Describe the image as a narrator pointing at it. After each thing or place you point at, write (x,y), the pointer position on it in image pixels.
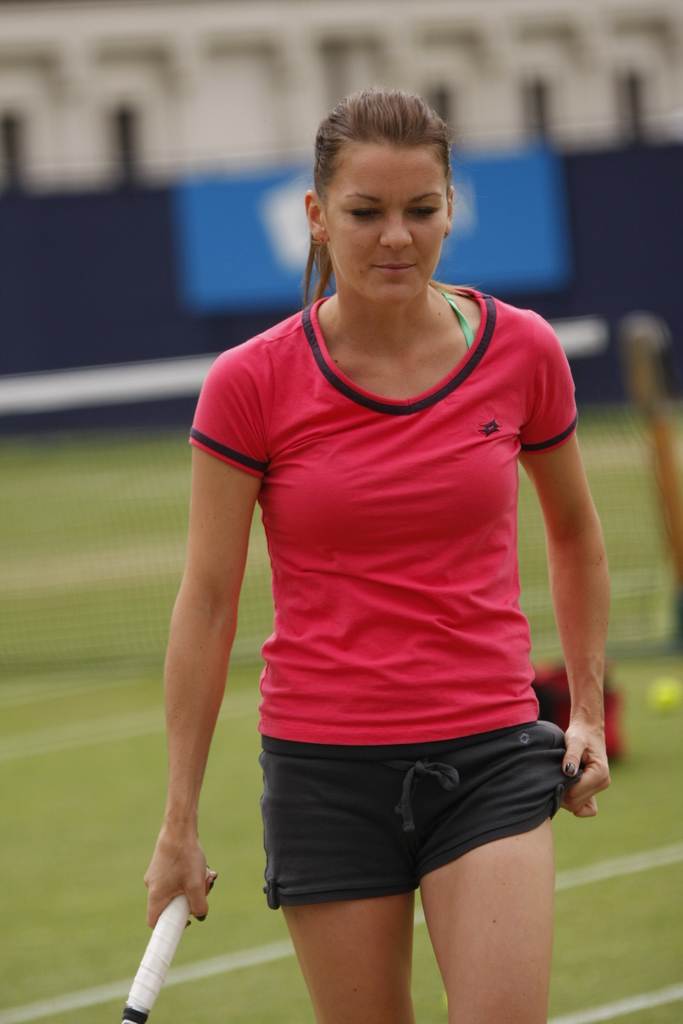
In this image I can see a woman (418,590) wearing pink and black colored dress (424,642) is standing and holding an object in her hand (155,919). I can see the blurry background (120,888) which is green, blue and white in color.
